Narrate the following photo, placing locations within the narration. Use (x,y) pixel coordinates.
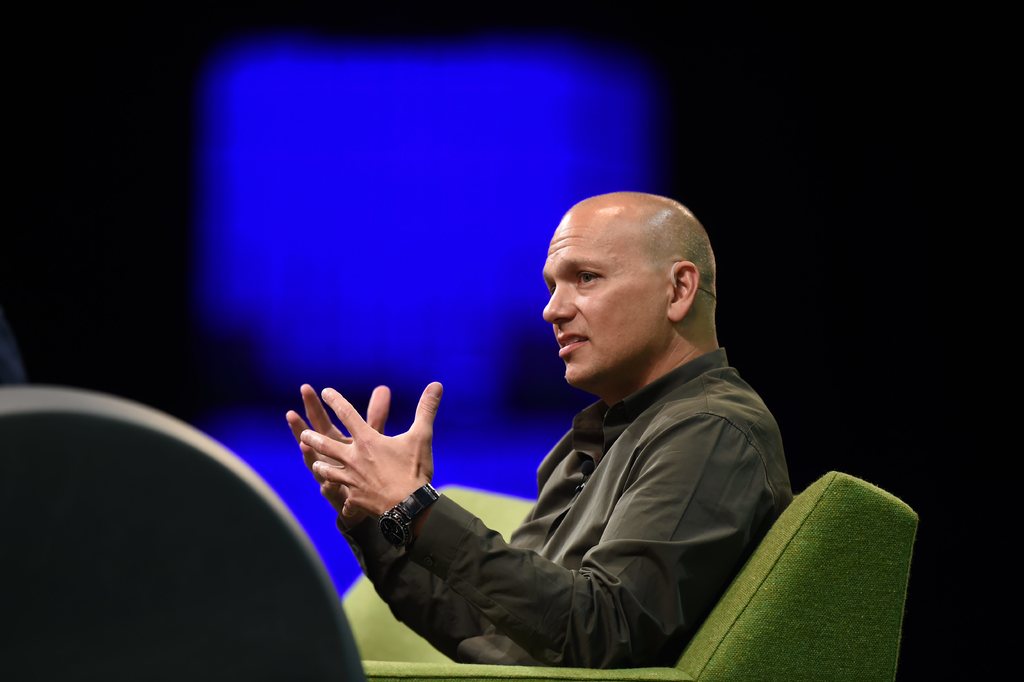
In the middle of this image (648,296), there is a person (673,334) in a shirt (611,499), wearing a watch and sitting on a green color sofa (867,508). On the left side (153,533), there is an object (154,545). In the background (331,267), there is a blue color surface (382,244). And the background (9,122) is dark in color.
